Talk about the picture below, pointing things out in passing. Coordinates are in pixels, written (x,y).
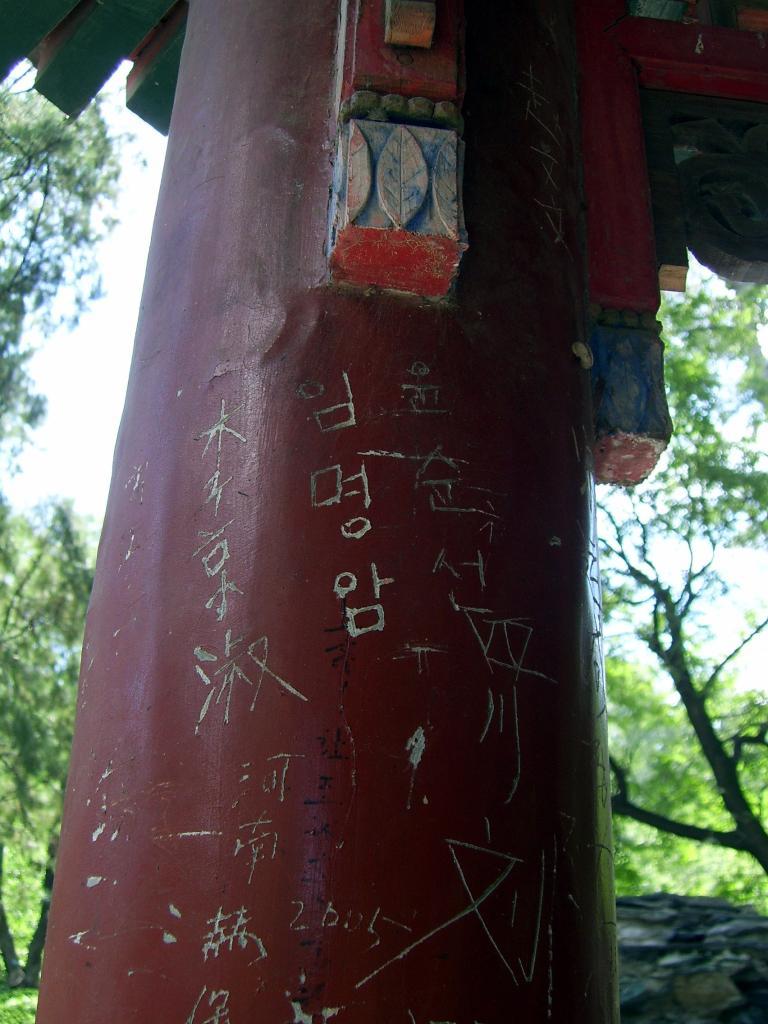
In this picture we can see a pillar (208,553) and behind the pillar (235,667) there are trees (17,645) and a sky (100,323).
